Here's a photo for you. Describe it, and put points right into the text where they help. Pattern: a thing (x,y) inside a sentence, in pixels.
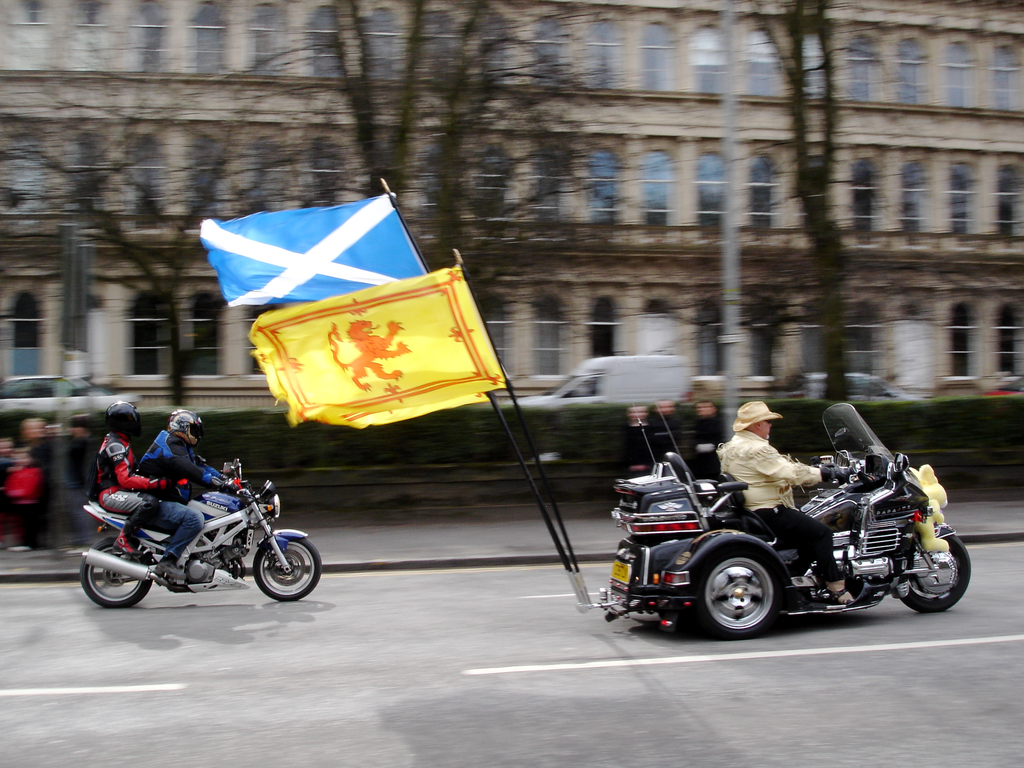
In this image on the right (796,473), there is a man (808,532), he wears a shirt (769,483), trouser (821,551), hat (763,418), he is driving a bike (740,569), there are two flags (391,320) they are attached to the bike (703,550). On the left (209,553) there is a bike (138,559) on that there are two people (164,485). In the background (205,374) there are cars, trees (796,137), buildings (758,159), windows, glass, some people (38,446) and road (520,584).
